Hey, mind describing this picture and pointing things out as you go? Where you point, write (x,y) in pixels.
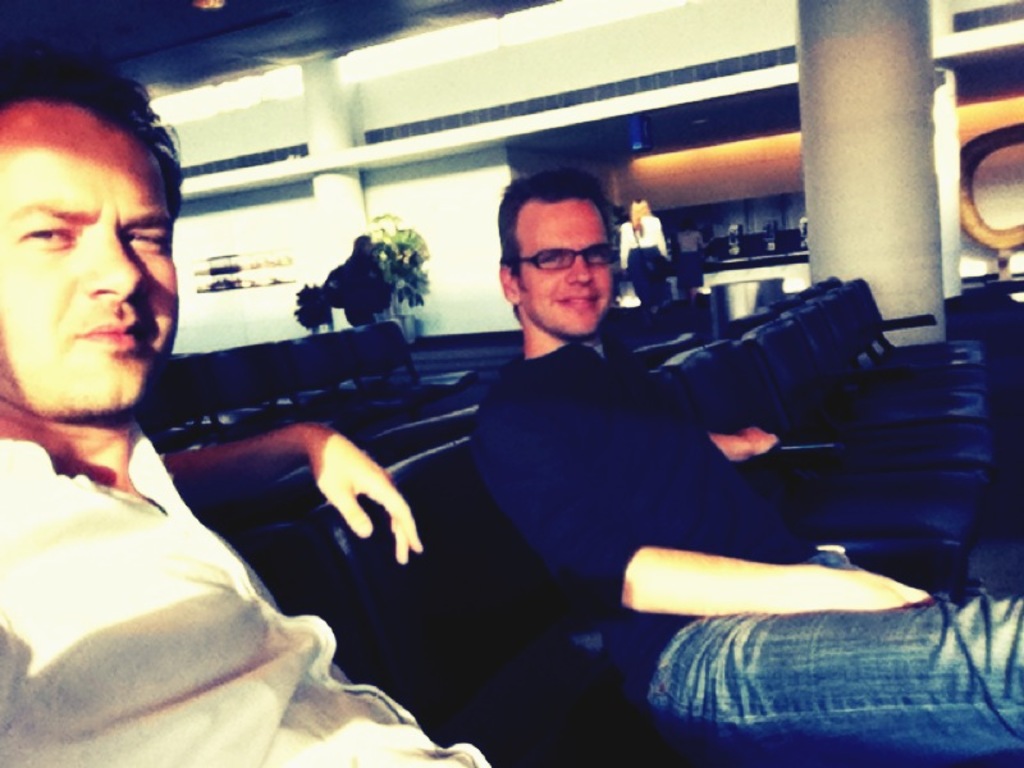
In this picture there are two persons (5,482) sitting on the chair (830,500). There are two persons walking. At the back (677,244) there is a building (701,172) and there are plants (410,284) and chairs (329,404). At the top (395,68) there are lights (460,49).
